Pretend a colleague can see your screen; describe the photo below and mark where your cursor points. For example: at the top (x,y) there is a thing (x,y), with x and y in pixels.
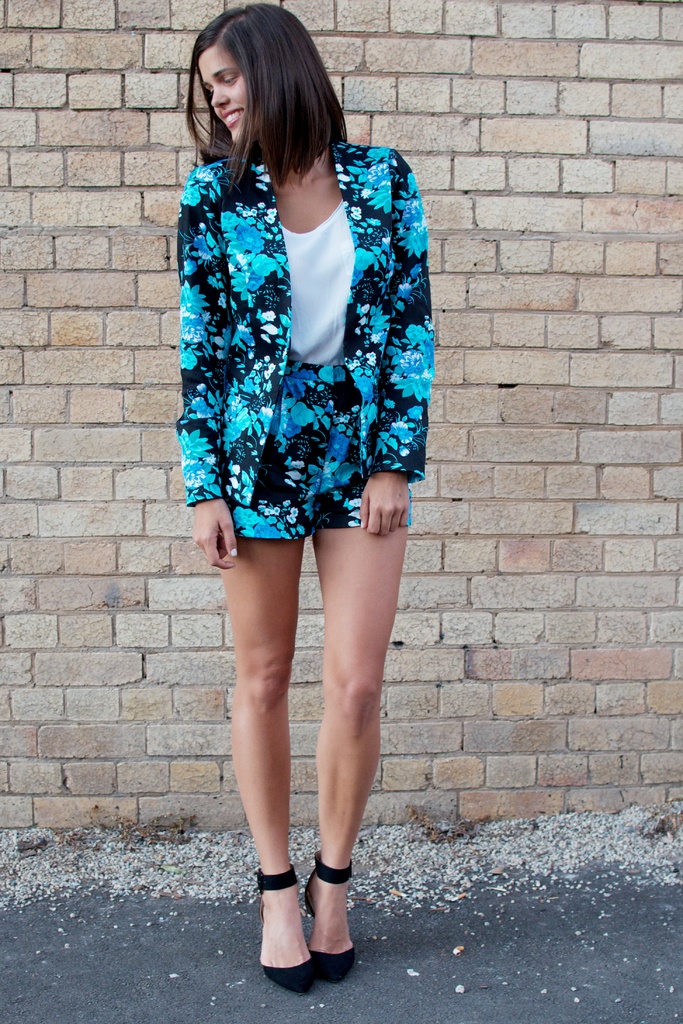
In this picture we can observe a woman (211,523) standing and wearing blue and black color dress (230,328). She is standing on the road (151,962). In the background (115,633) there is a wall (102,417) which is in cream color. The woman (344,146) is smiling.
